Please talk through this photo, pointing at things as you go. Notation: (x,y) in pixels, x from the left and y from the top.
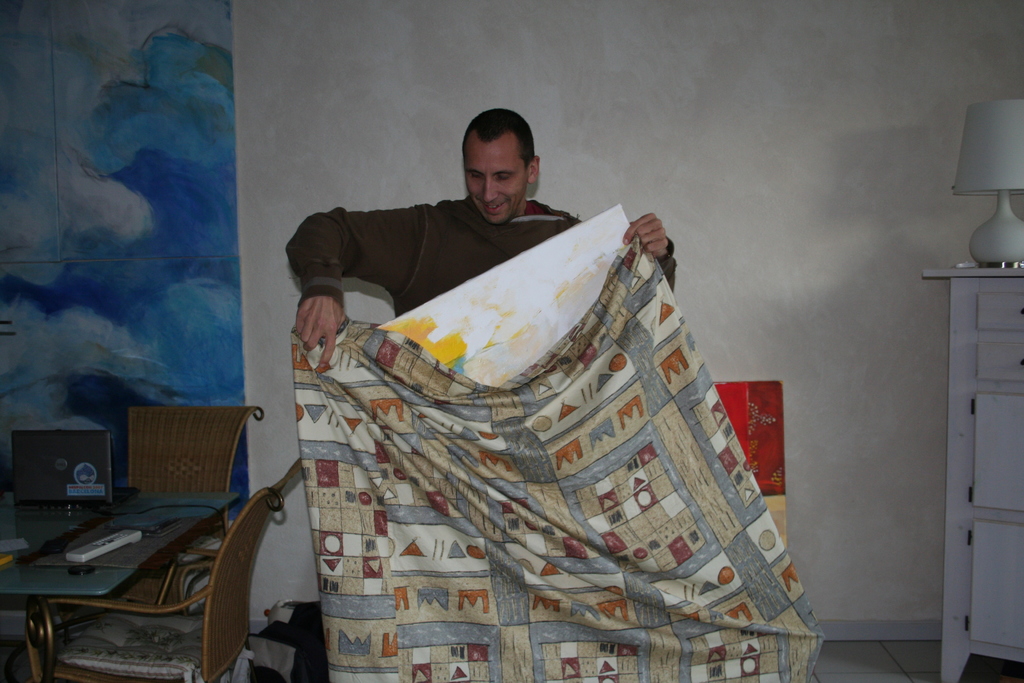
There is a man (671,267) holding blanket (555,534) and card board paint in it. Behind him there is a laptop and chairs (219,475).
